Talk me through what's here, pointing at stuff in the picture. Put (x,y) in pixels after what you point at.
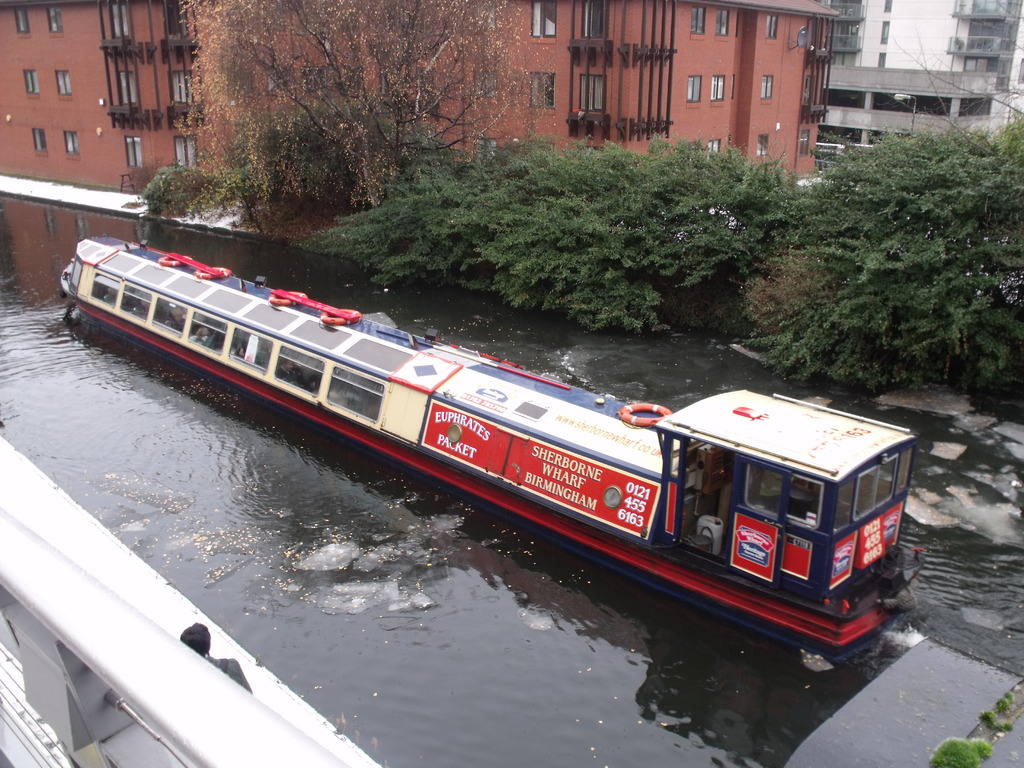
In this image we can see a motorboat (470,493) in the water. We can also see some swimming tubes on its roof (377,366), a person (231,663) standing beside the metal frame (175,691) and some plants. On the backside (487,200) we can see a group of trees (708,266), a street pole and some buildings (757,154) with windows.
